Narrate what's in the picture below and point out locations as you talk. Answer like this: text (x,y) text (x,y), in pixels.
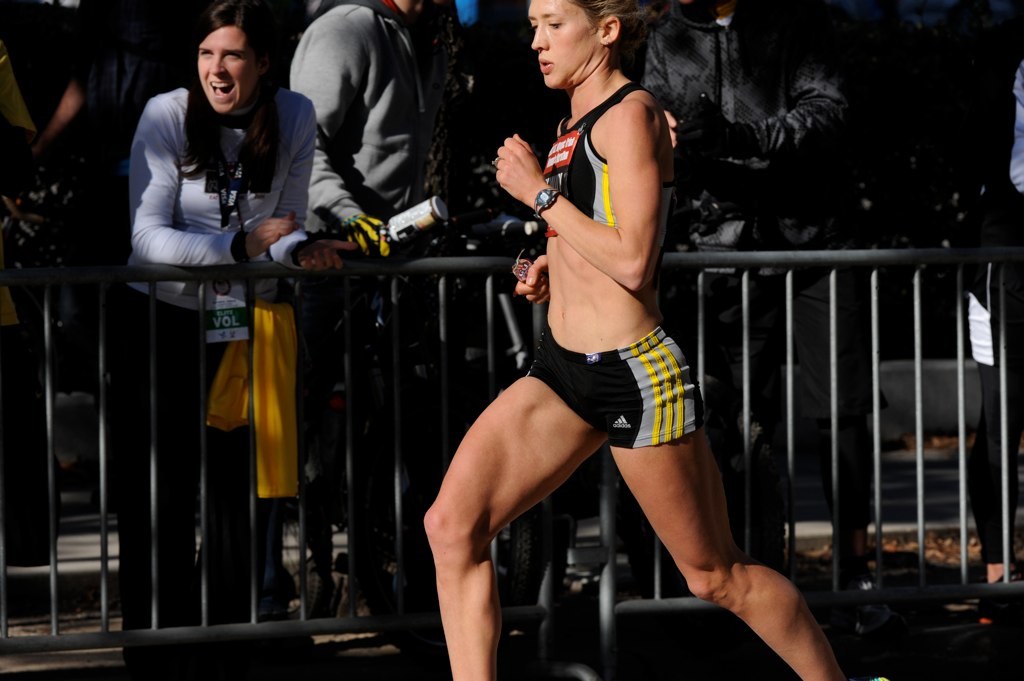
In this image we can see a lady (628,286) running. In the background of the image (248,186) there are people (94,76) standing. There is a fencing (346,363).
